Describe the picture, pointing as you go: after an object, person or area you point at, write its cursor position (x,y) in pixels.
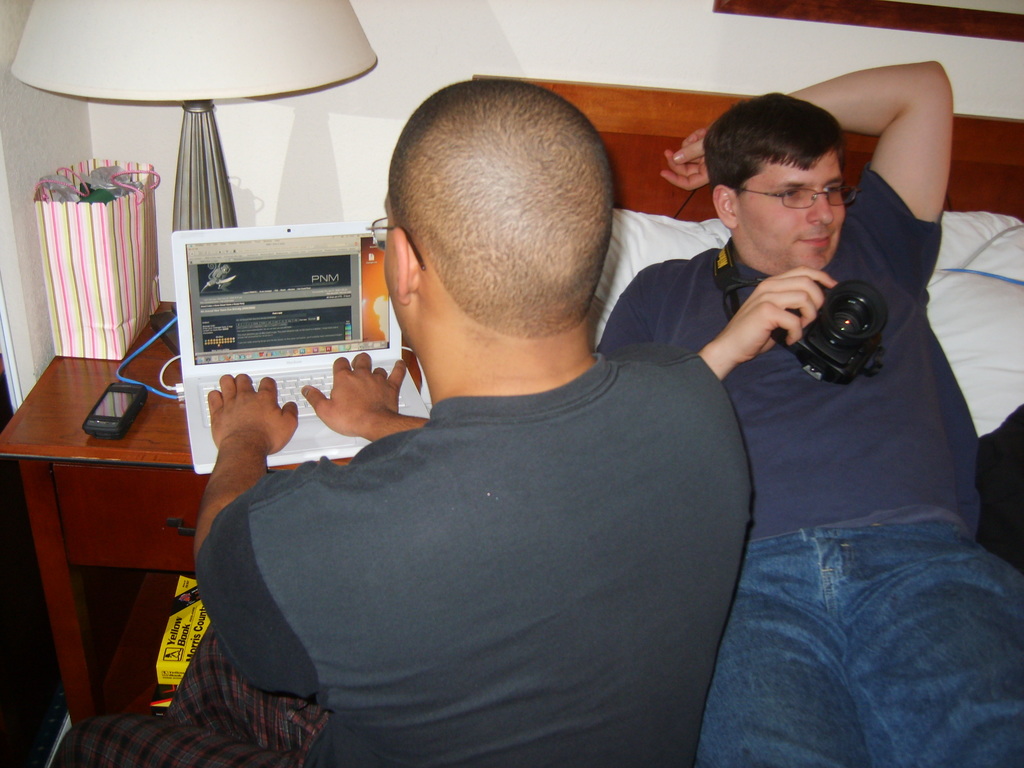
One person (449,511) is sitting on a bed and working on laptop (305,417), other person (727,371) is lying on a bed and holding camera (867,333). Beside this bed (631,137) there is a table (47,489), on this table (153,376) there is a lamp (207,158), bag (153,221), cables (175,392), laptop (240,372) and mobile (93,424). Under the table (158,484) there are books (173,656).
